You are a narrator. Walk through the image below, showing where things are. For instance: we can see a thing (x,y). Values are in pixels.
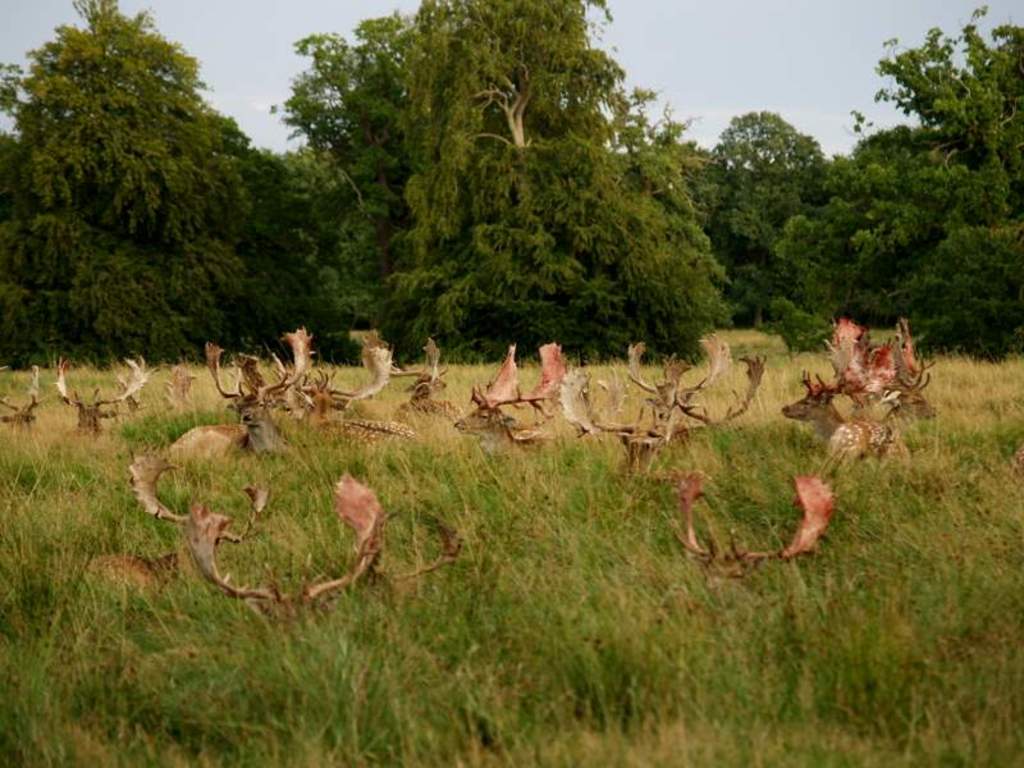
In this image in the center (488,419) there are some deers (624,435) and plants (980,503), in the background (923,267) there are trees (227,144). On the top of the image (600,21) there is sky (717,67).
